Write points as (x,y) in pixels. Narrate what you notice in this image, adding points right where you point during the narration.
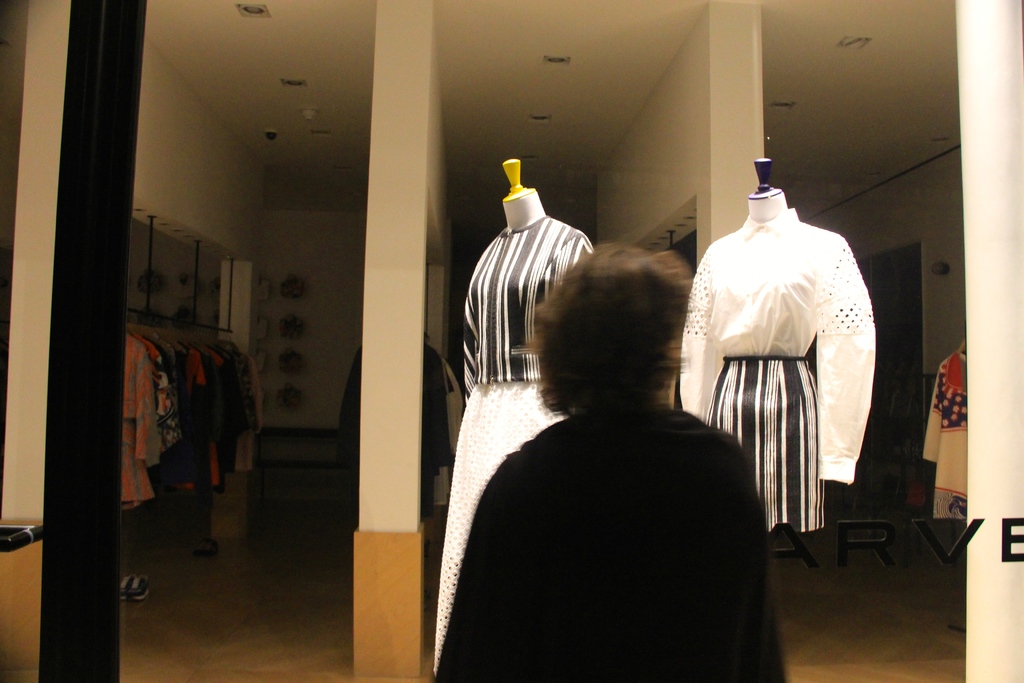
In the picture I can see a person (639,565) is standing on the floor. In the background (766,271) I can see clothes (758,260), mannequins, lights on the ceiling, walls (474,246) and some other objects (216,328).
